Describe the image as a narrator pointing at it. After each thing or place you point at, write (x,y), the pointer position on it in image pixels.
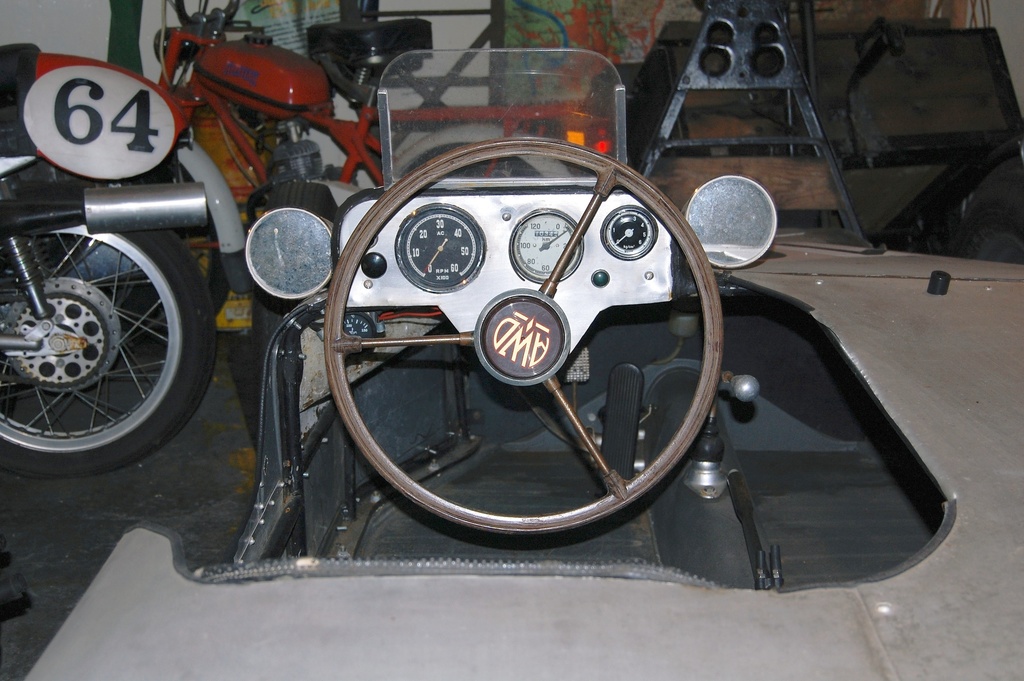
In this picture, we can see a few vehicles (357,444), and we can see some objects (882,136) in the top right corner (819,102), and we can see the ground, and the wall (143,47).
